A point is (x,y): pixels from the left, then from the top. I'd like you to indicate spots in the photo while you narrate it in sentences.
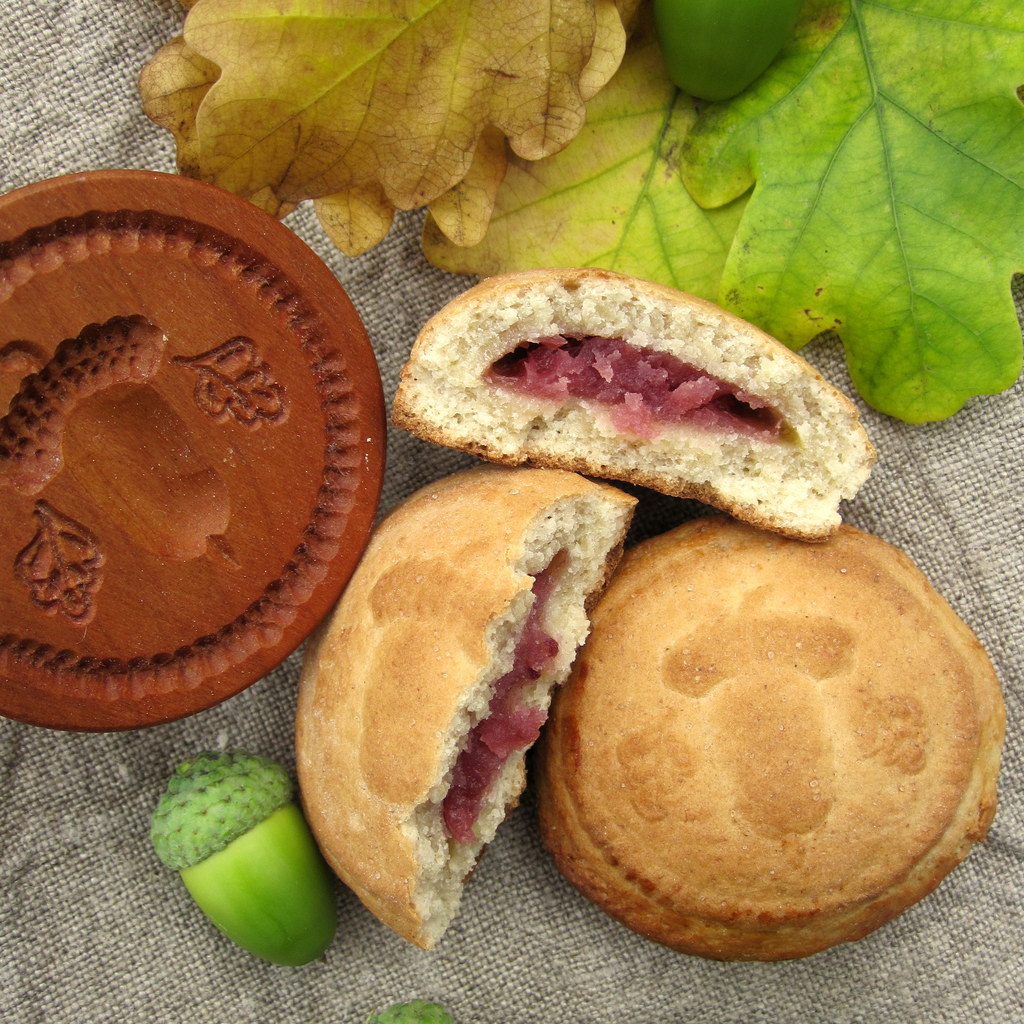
In this picture, we see the eatables (558,303) and a green color fruit (290,805). At the top (460,140), we see the leaves (701,184) in green and yellow color. In the background (618,986), it might be a cloth (577,1012) or a bag (840,957).
